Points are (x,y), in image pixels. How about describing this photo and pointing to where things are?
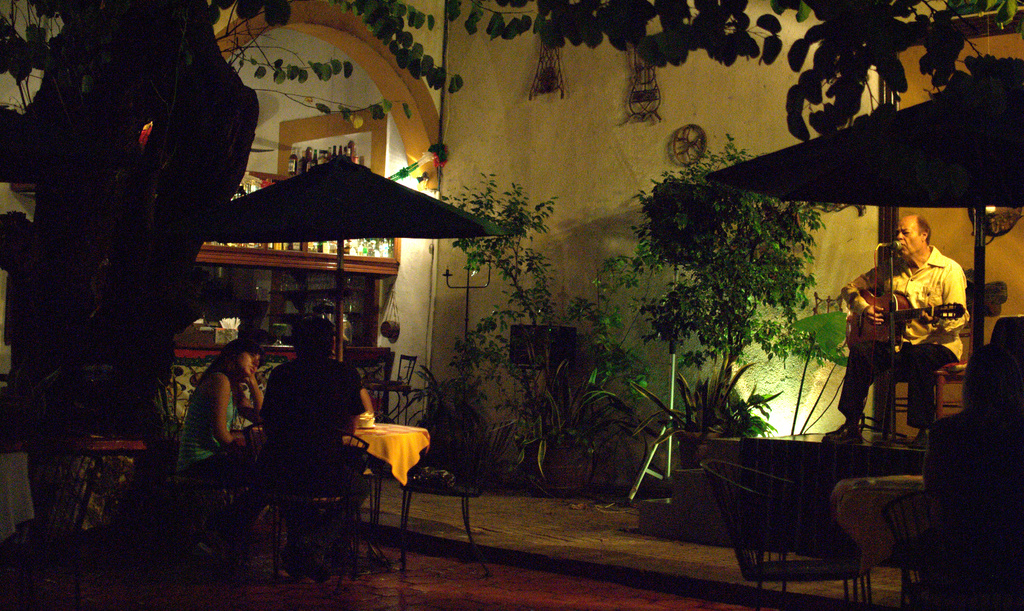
In this image it has a restaurant (930,425) where a person (928,259) is playing guitar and singing a song, there are two people (321,448) sitting and listening to the music, Behind they are few trees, plants (641,232), decor items (561,90) and few bottles (354,244) are displayed. it has few tables (888,540) and chairs (763,520) also.
